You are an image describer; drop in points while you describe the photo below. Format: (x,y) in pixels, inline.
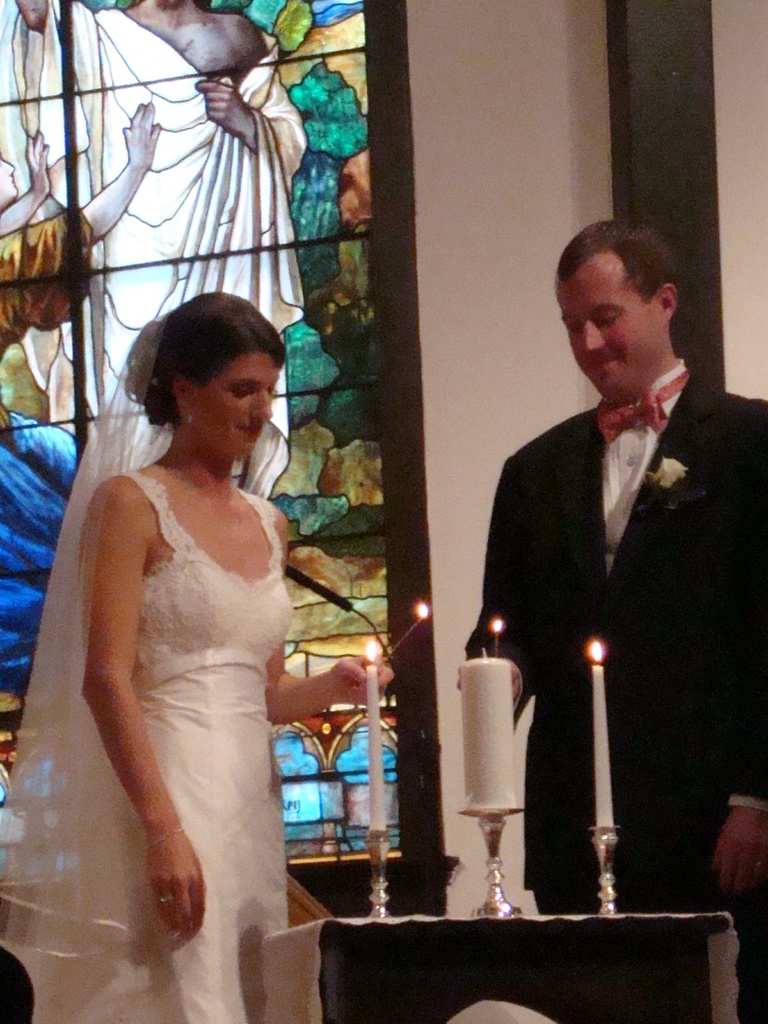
In this image I can see two persons (708,444) standing. The person (613,688) at right (627,680) wearing black blazer (683,655), white shirt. the person (133,650) at left (166,653) wearing white color dress (245,669), in front I can see few candles (470,707). Background (200,35) I can see glass wall (187,70) and I can see the other wall (492,170) in white color.
